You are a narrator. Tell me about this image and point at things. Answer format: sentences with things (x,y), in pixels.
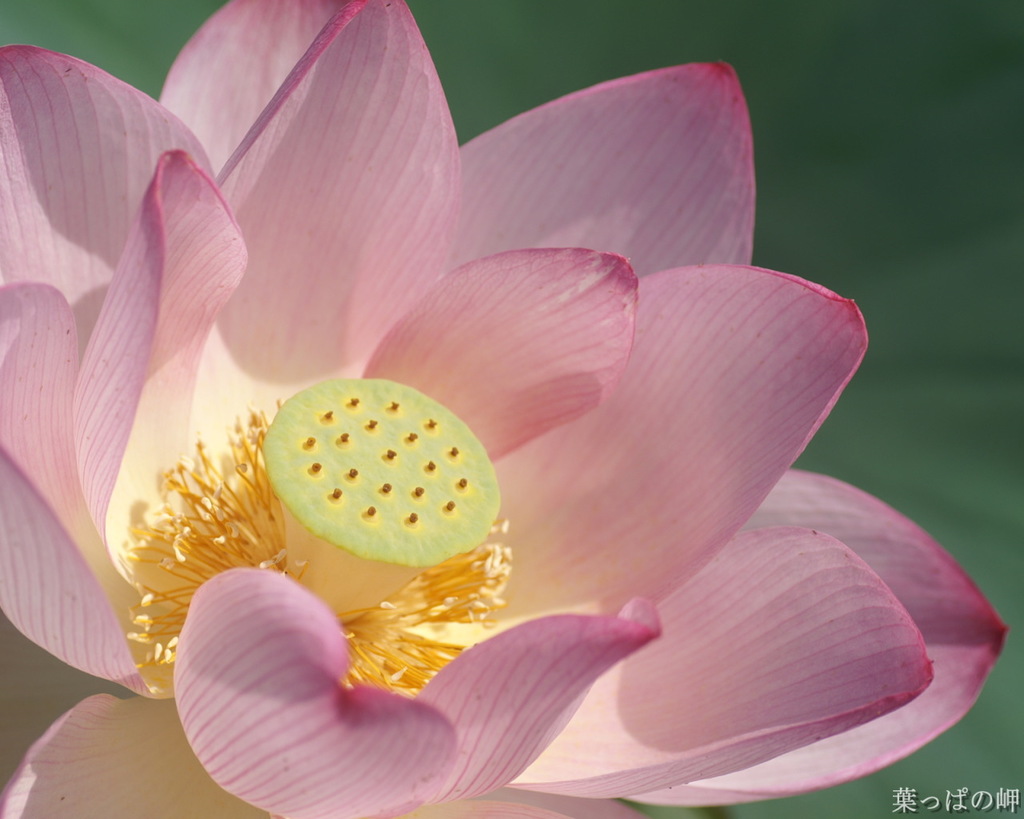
In this picture we can see a flower (693,637) and there is a blur background (485,78).
